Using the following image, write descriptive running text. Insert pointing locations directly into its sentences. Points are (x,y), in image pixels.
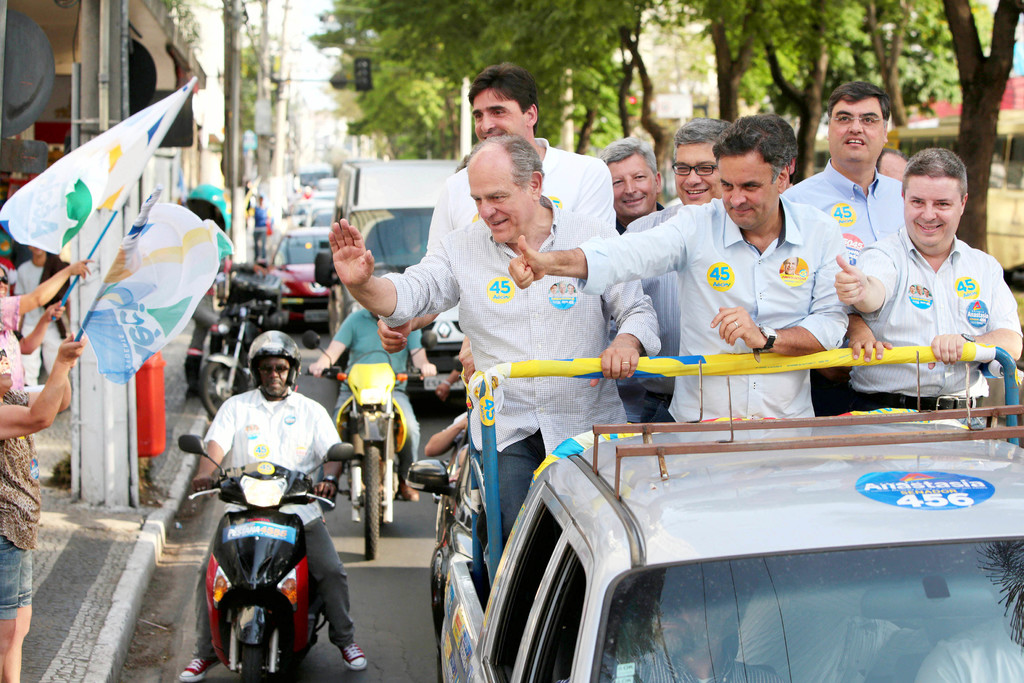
There are group of men (886,397) standing on a truck (798,639). All the men (501,339) wearing formals (734,264) and they are smiling at other people (4,553). To the left (21,553) there were some people (62,348) holding a flags (152,243). There is a scooty (279,484) besides the truck (479,603) and a man (320,417) with a white shirt (295,427) is riding on it, he wears a helmet (277,343). There is bike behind the scooty (298,551) and there were too many vehicles (423,224) on the road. In the top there is a signal light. In the background (633,120) there were group of trees (621,96) and also to the right (1014,156) there is a building (922,129).
